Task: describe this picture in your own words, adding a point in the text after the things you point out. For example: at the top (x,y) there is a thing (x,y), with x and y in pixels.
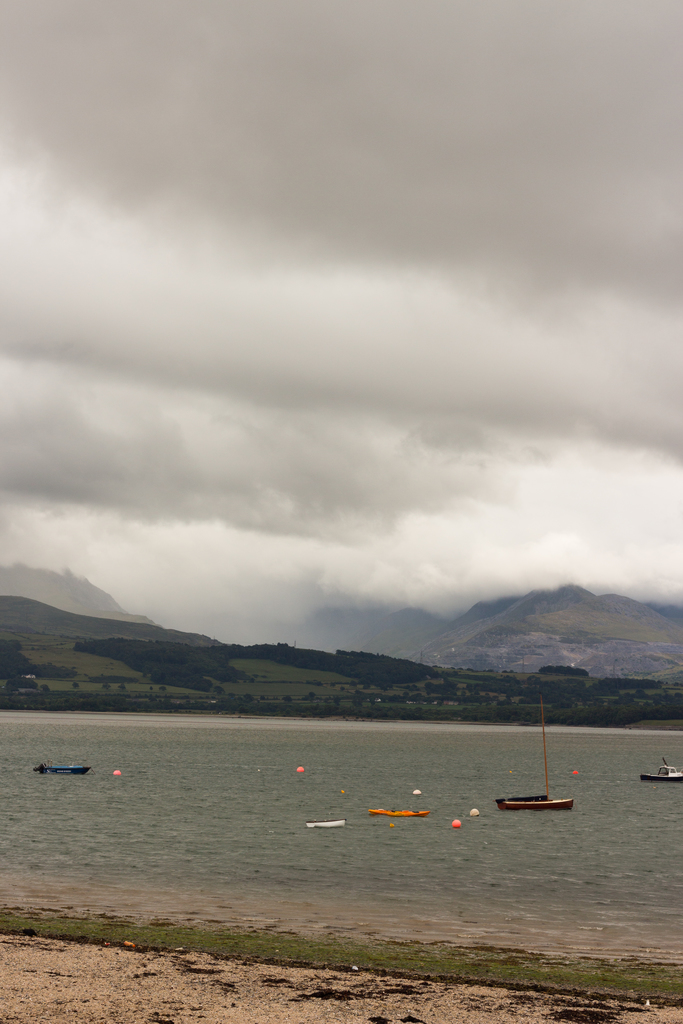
In this image in front (536,840) there are boats (538,806) in the water (381,840) and there are a few other objects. In the background of the image (60,657) there is grass (109,674) on the surface (143,690). There are trees (559,694), mountains (50,615), clouds (261,581) and sky (426,330).
